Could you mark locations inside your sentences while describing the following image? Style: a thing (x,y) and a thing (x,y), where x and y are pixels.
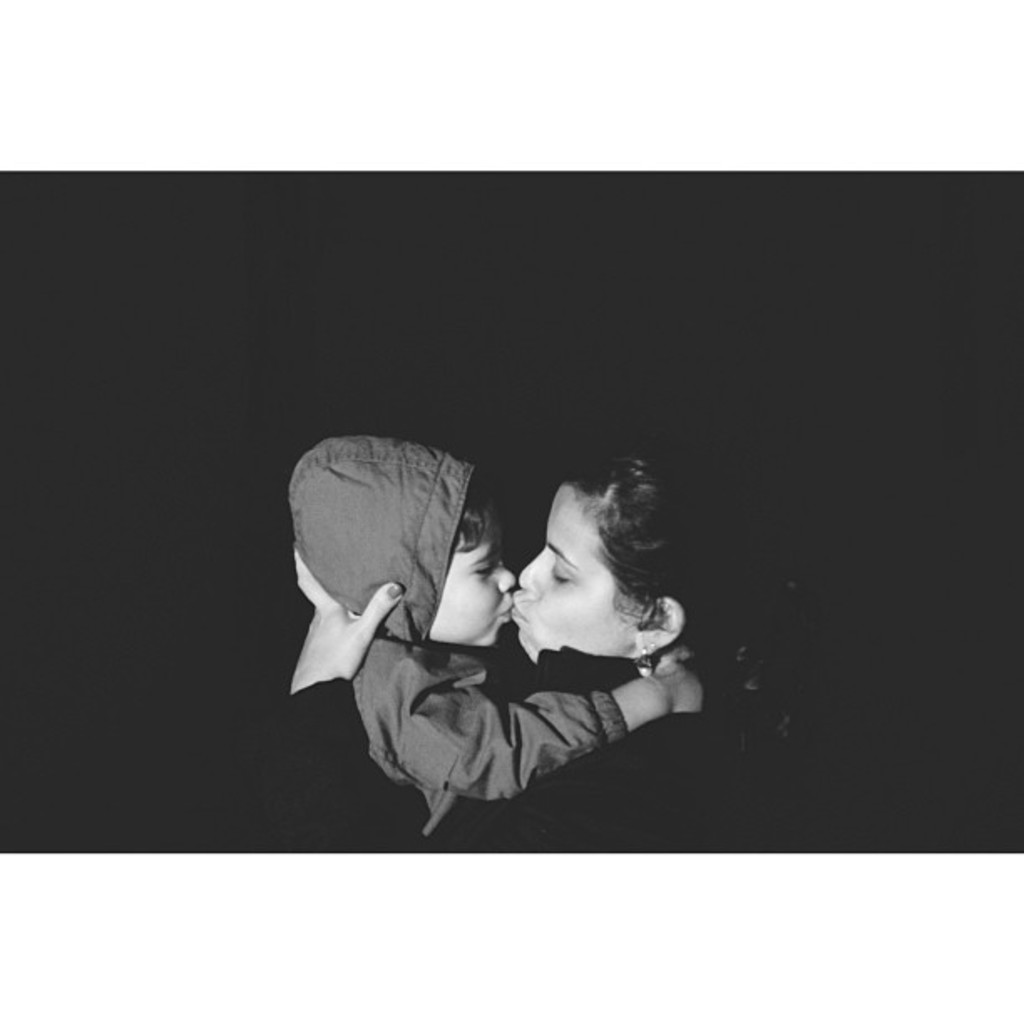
This is a black and white image. In the image we can see a woman (712,719) and a child (528,719) wearing clothes (613,792) and the woman (607,780) is kissing the child (459,652) and the background (235,319) is dark.
